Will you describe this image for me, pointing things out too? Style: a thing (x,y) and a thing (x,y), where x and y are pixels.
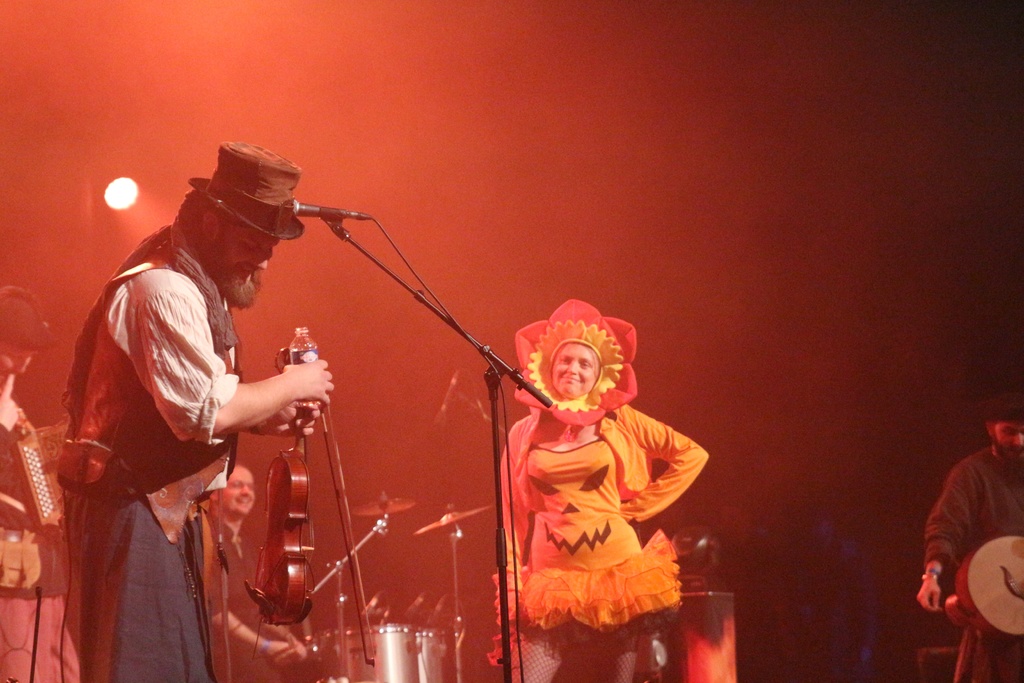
In this image I can see people (2,438) where I can see few of them are holding musical instruments (300,542). I can also see a light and here I can see she is wearing yellow colour costume (595,541). I can also see this image is little bit in dark and I can see red colour in background (363,267).
